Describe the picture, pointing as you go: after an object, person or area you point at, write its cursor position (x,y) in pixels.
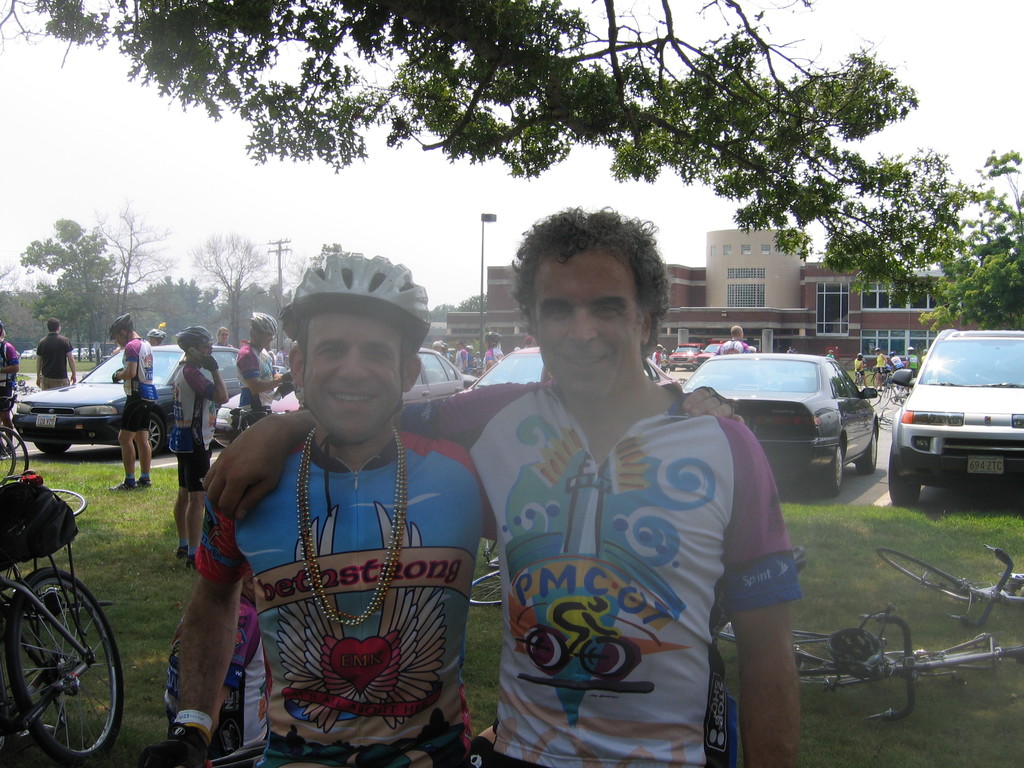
In this picture there are two of men (377,264) standing and smiling in a background (932,417) there are some people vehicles (930,430), building (743,281) and tree (404,128).
